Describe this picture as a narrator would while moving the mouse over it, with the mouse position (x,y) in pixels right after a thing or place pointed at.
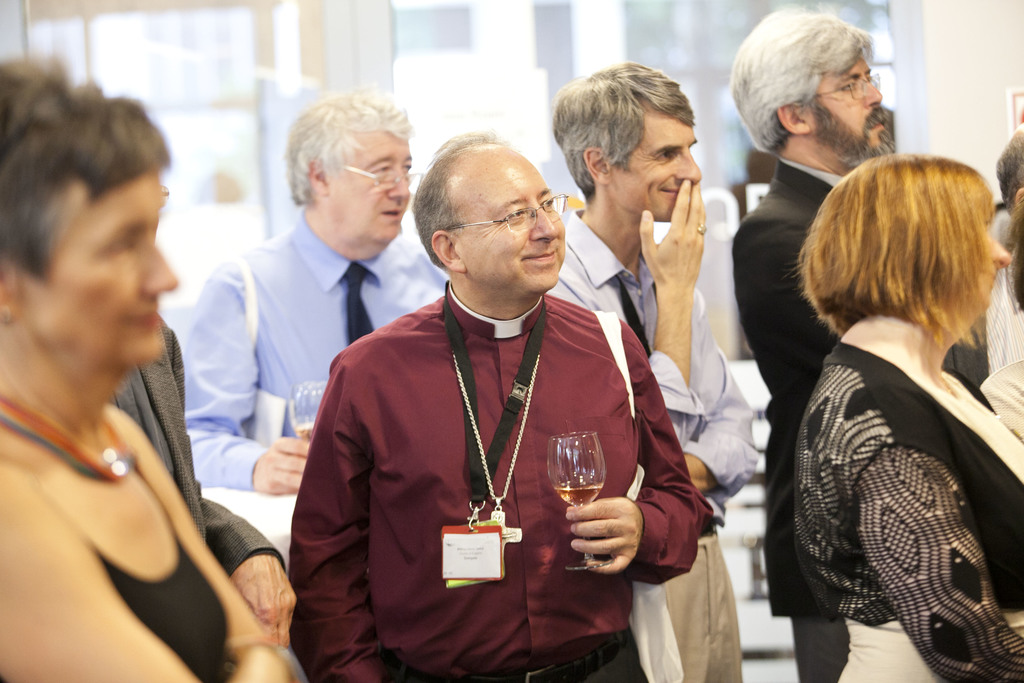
In this image we can see people (723,475) standing and some of them are holding glasses (600,563). In the background (994,47) there is a wall (995,21).
